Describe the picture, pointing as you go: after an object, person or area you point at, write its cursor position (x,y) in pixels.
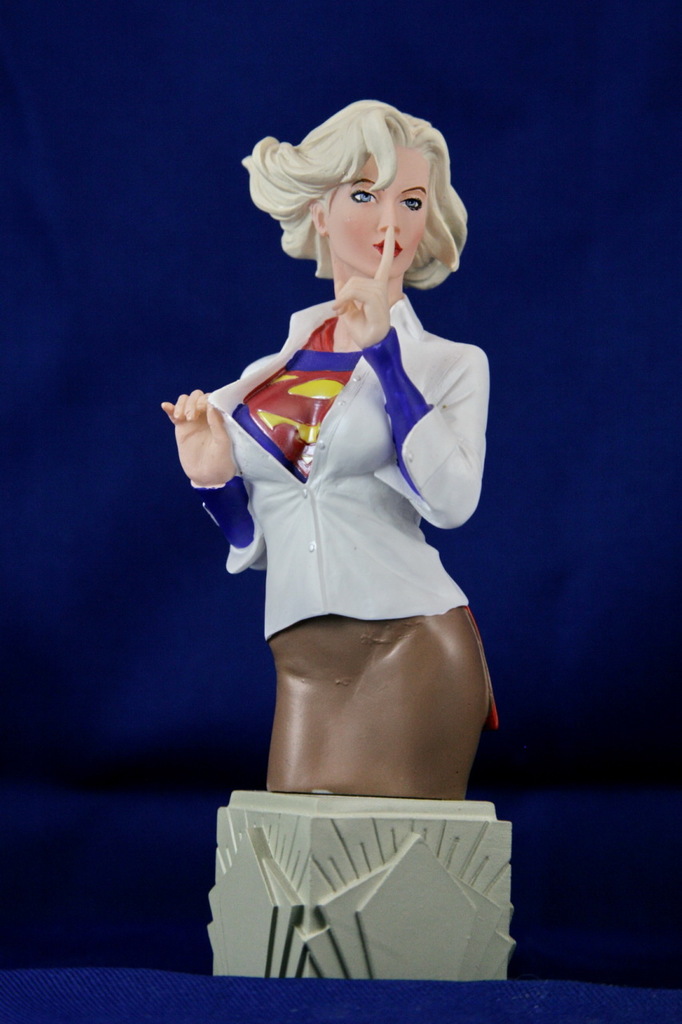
In the picture I can see a toy of a woman (380,403) placed on an object (291,941) and the background (72,386) is in blue color.
